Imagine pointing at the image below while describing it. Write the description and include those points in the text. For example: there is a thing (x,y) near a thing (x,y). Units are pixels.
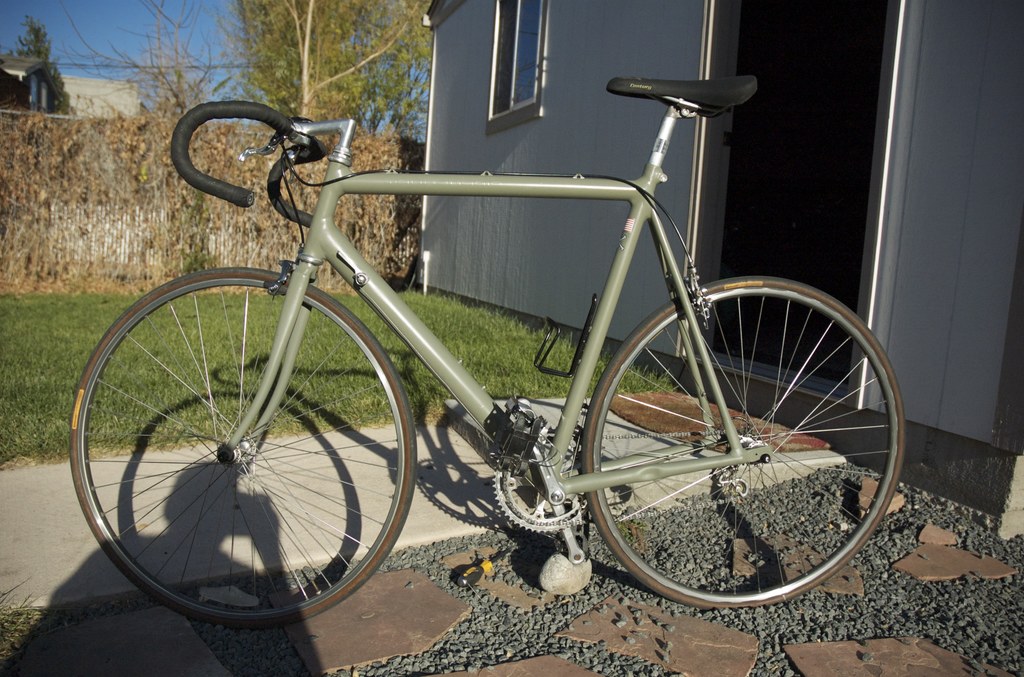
In the middle of this image (580,434), there is a green color bicycle (595,505) parked. In the background (691,37), there is a building (617,13) having a glass window (494,39), there are trees (407,68), buildings (95,88), plants (21,227) and grass (62,343) on the ground (62,343) and there is a blue sky (89,32).
